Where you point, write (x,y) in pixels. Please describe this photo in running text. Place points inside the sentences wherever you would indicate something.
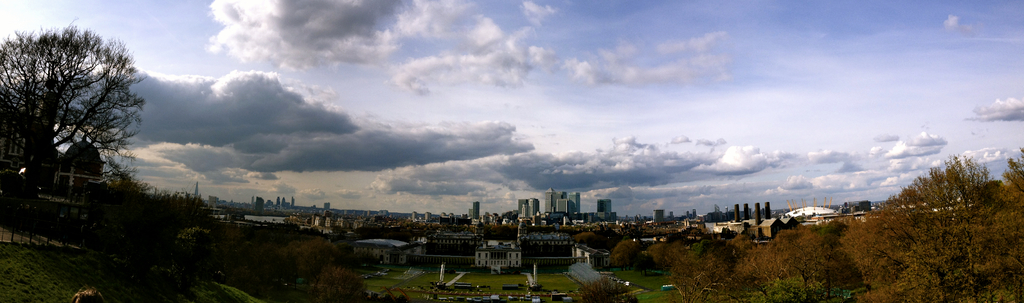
In this image we can see there is a beautiful view of buildings (379,242), trees (29,108) and clouds (596,185) in the sky (650,210).
